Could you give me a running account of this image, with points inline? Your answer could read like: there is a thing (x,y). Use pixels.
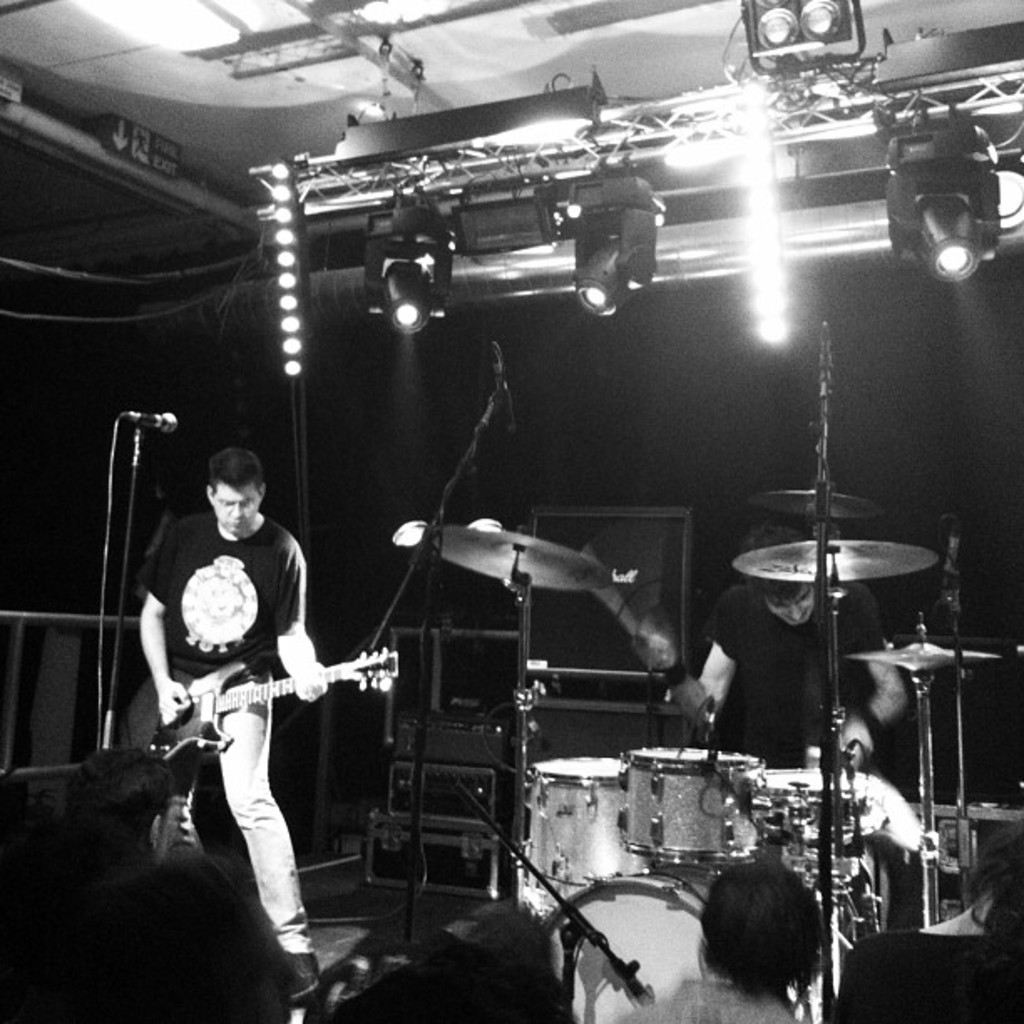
In this picture there are two people (798,653) holding some musical instruments (704,759) and playing it and behind them there are some speakers (658,739) and to the roof (407,69) there are some lights (382,289).
